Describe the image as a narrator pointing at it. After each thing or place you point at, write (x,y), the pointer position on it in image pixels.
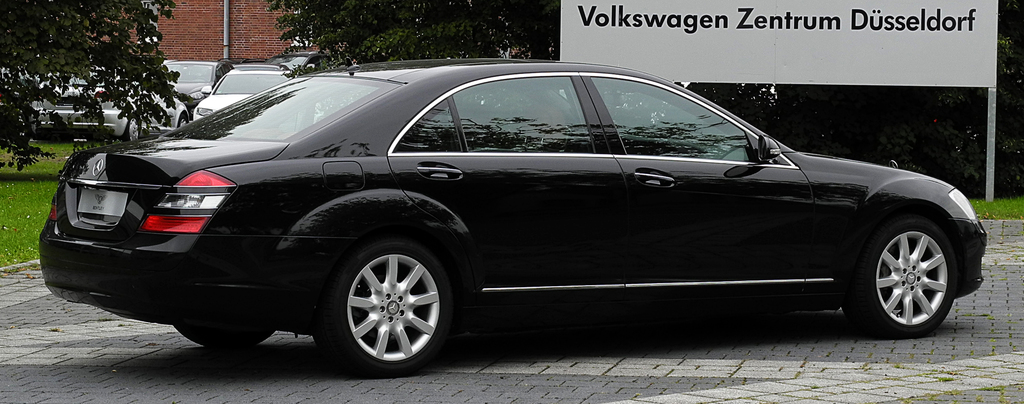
In this image we can see some cars (235,72) parked near the wall (181,55), one pipe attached to the wall (268,40), some trees (871,119), some grass (20,245) on the ground (6,218), one black car (265,215) near the board (621,51), some leaves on the floor (907,348) and one white board (677,54) with text (582,16) attached to the poles (992,114).
